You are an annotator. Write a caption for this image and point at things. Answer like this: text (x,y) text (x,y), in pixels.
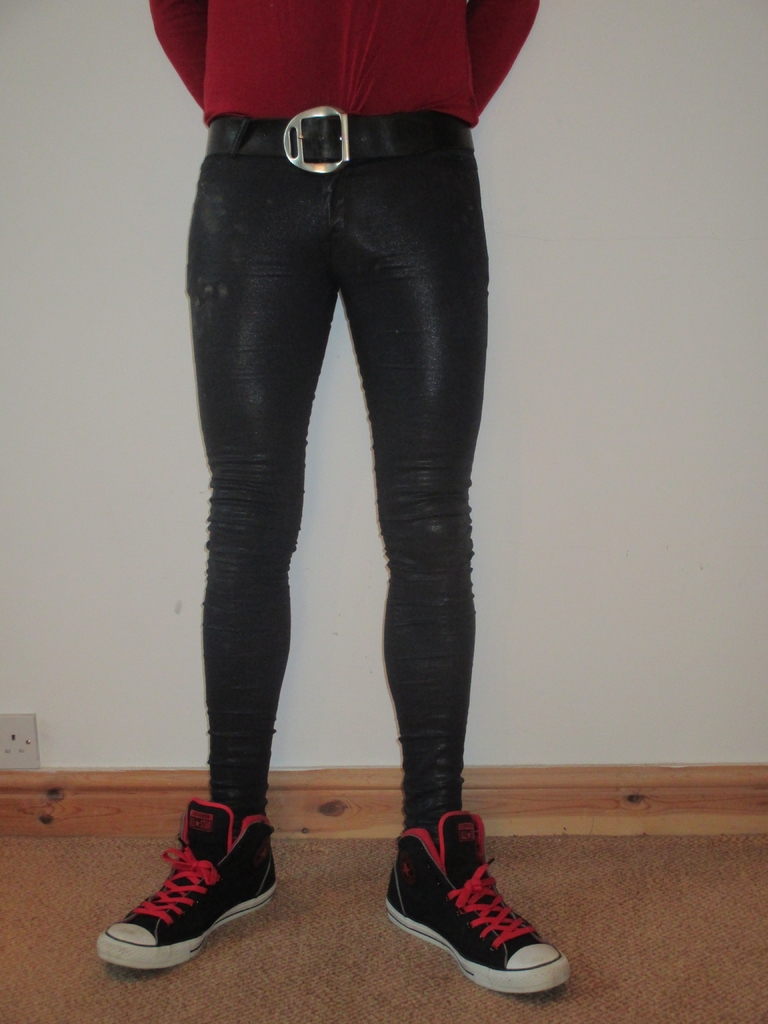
In this picture I can see the legs (210,627) of a person (237,735), this person (216,641) is wearing the shoes (420,914), in the background (337,470) I can see a wall (540,657), on the left side (23,766) it looks like an electric socket (10,756).
